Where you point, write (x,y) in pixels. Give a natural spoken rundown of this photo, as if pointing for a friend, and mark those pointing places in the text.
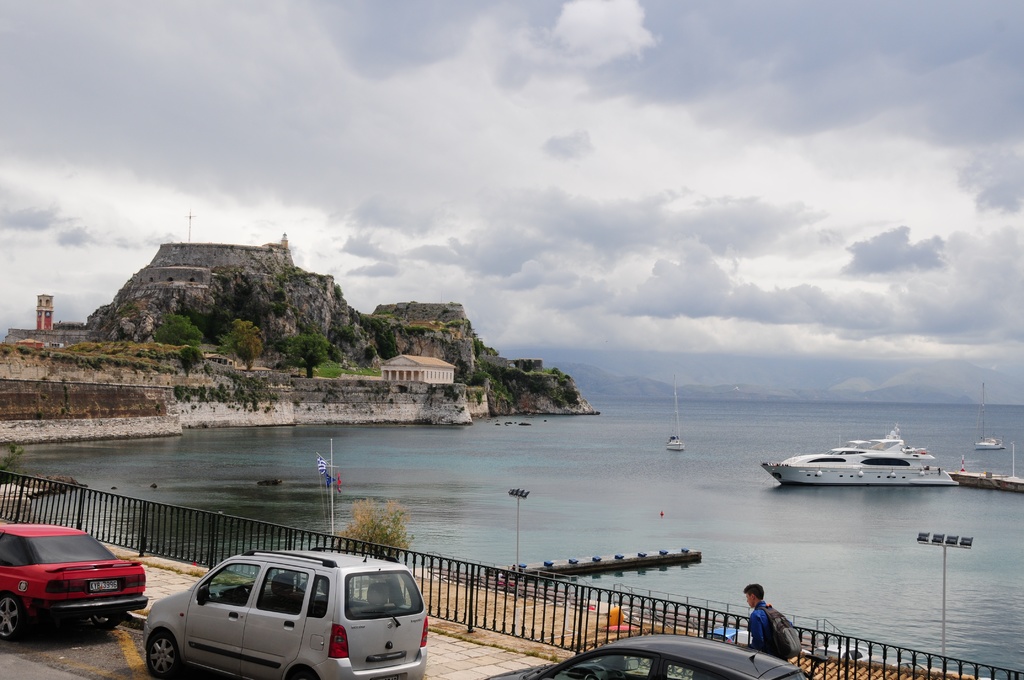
In the background (331,76) we can see the sky (604,110). In this picture we can see boats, water (699,483), poles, trees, lights (950,536), railing (168,509), house (407,373), objects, tower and hills (470,361). On the right side of the picture (784,658) we can see a person (761,596) wearing a backpack (784,636). We can see vehicles (751,652) on the road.
